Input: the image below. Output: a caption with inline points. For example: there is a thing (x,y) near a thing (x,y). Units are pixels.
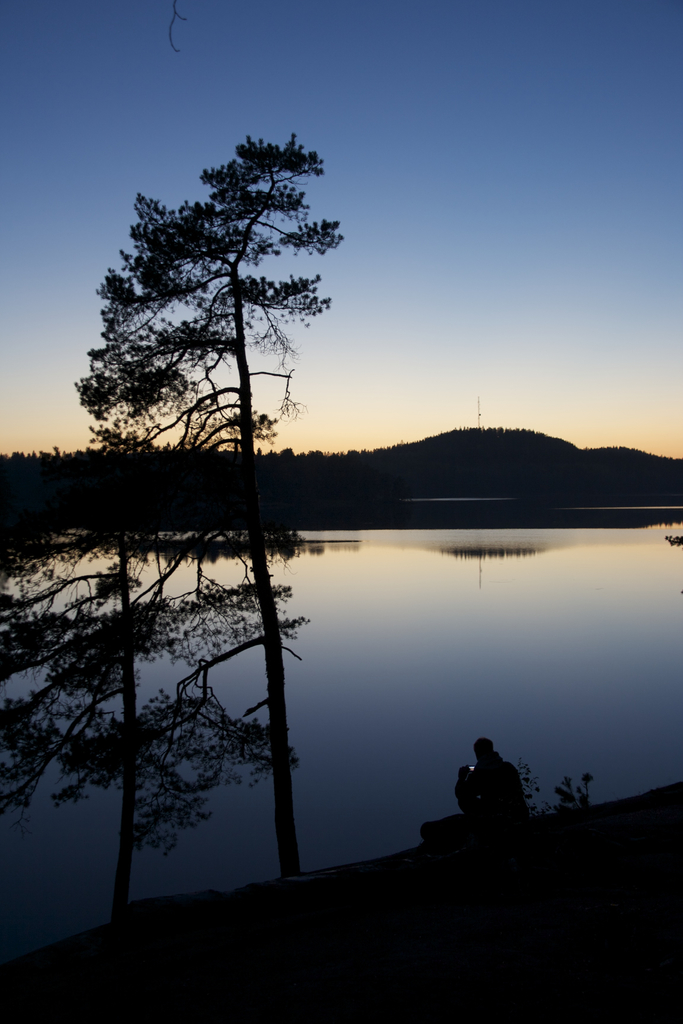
In this image I can see the person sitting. In the background (362,644) I can see the water (378,514), few trees (441,472) and the sky (425,297) is in blue and white color.
